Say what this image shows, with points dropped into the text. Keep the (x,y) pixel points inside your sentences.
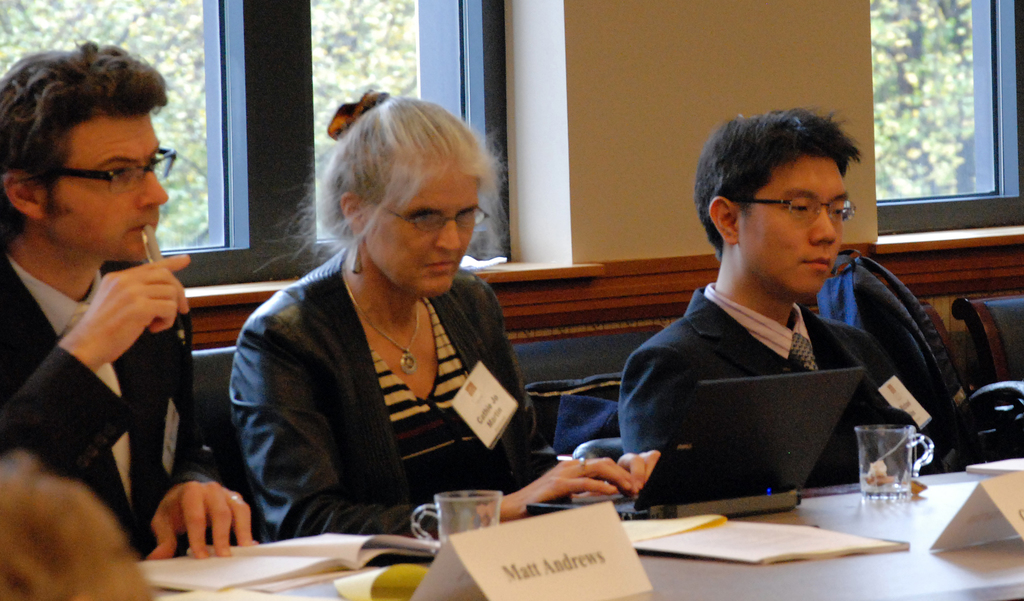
In this image, we can see people (74,381) sitting on the chairs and are wearing glasses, coats (161,368) and id cards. In the background (260,112), there are windows (313,75) and through the glass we can see trees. At the bottom (601,543), there are glasses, boards (593,544) and some other papers (689,530) on the table (693,562).
